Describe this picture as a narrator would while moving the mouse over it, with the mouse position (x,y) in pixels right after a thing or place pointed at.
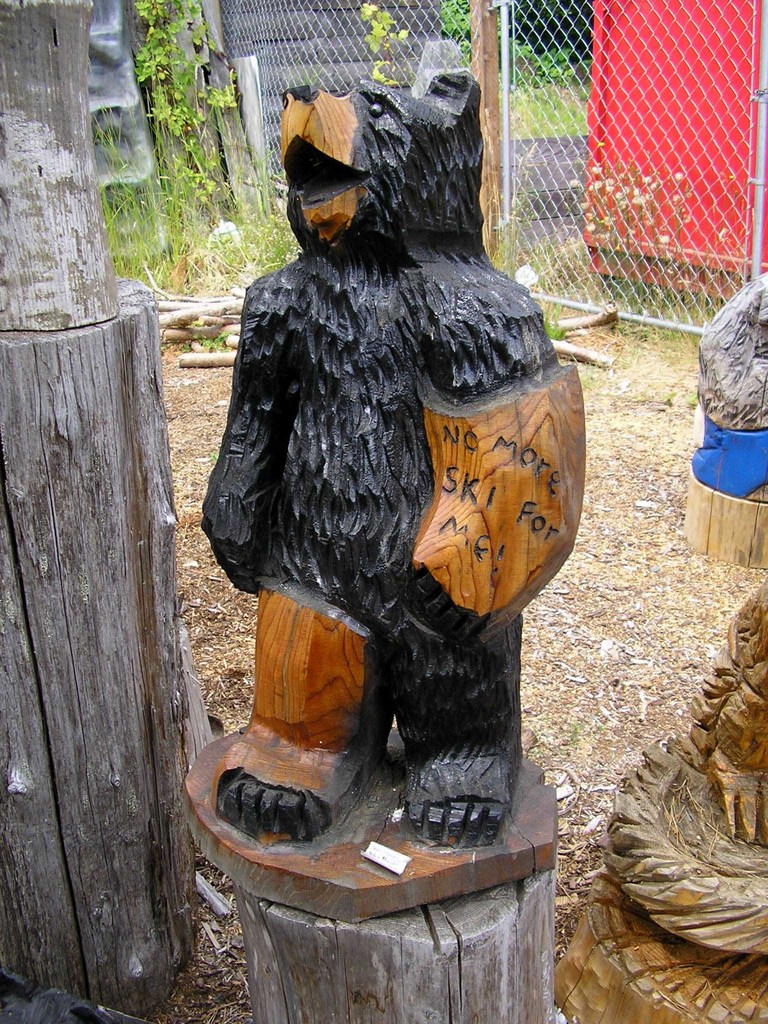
There is a statue (422,231) of an animal (414,518), which is in black and brown color combination, on the wooden pole (469,926), near other statues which are on the wooden poles (54,247), which are on the ground (667,625). In the background (696,62), there is fencing (707,44), near red color object (639,125) on the ground (704,302), there are plants (196,242) and there are woods (196,305).
